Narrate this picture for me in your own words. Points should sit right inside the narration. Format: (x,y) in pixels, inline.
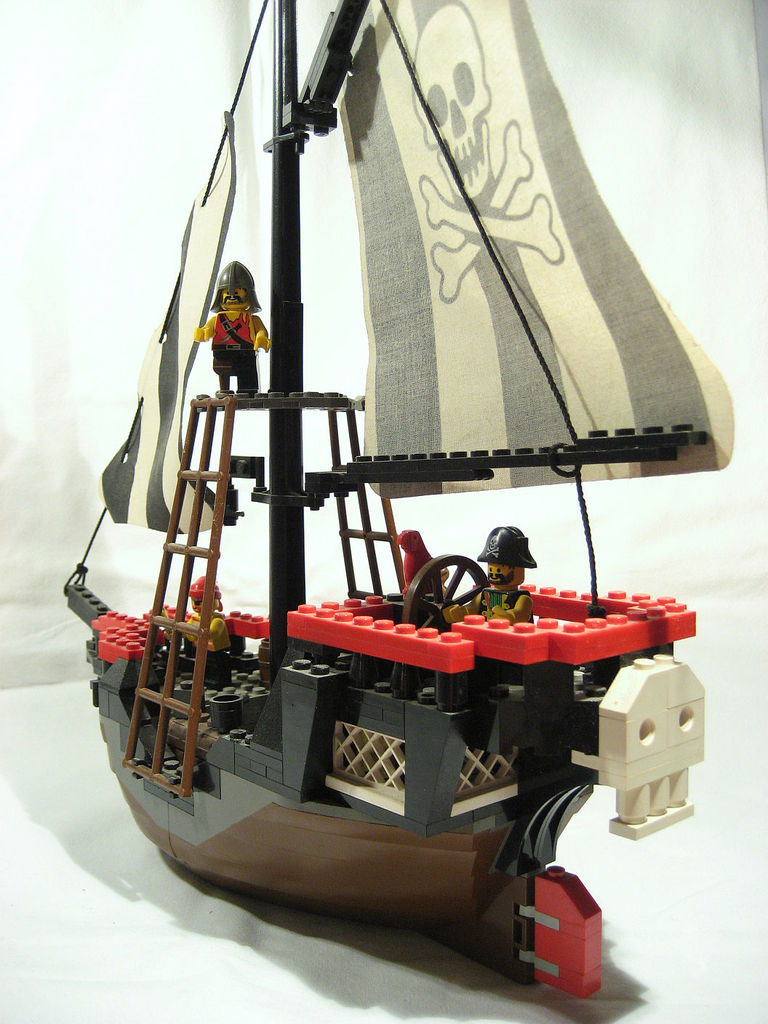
This looks like a LEGO puzzle (317,826) of a ship (161,721). These are the ladders (207,413). I can see three men (491,560) standing. This looks like a steering wheel (429,575). The background (113,157) looks white in color.
